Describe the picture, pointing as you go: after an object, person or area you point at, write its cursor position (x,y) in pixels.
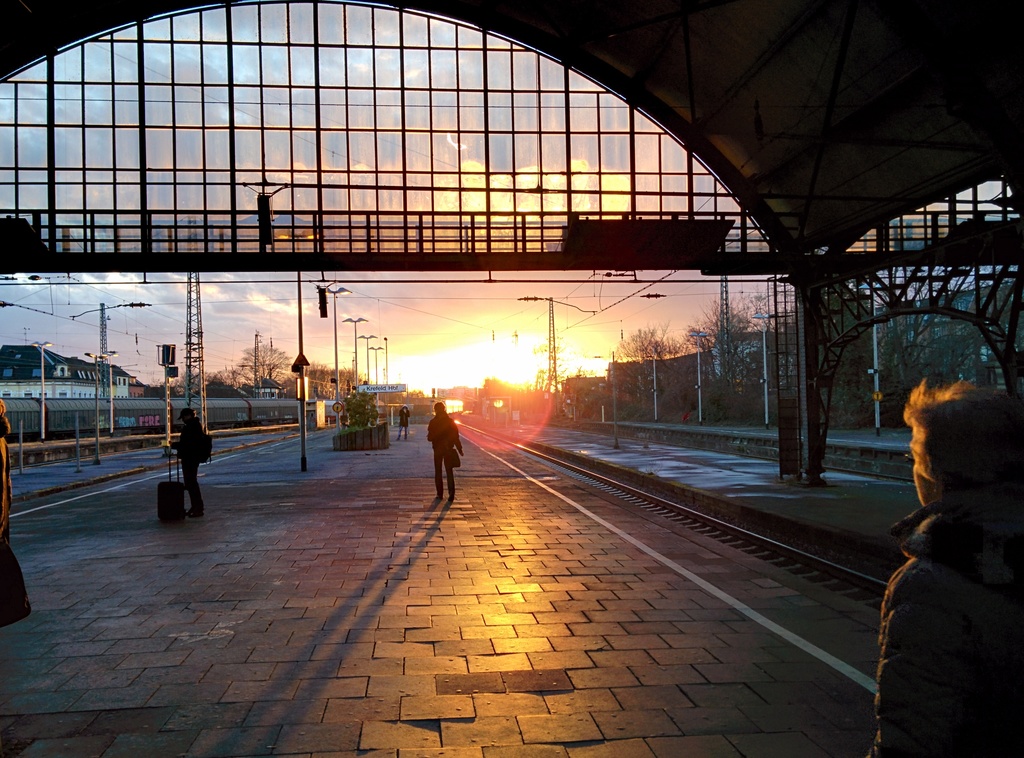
In the picture it looks like a railway station (376,370), there are few people (453,432) standing on the platform (541,475) and on the left side (29,414) there is a train (15,406), around the train (155,401) there are many poles (167,366) and the sun rays (428,565) are falling on the platform (471,669), on the right side (734,342) there are few trees (882,352) and there is a roof (799,161) above the platform (10,747).
